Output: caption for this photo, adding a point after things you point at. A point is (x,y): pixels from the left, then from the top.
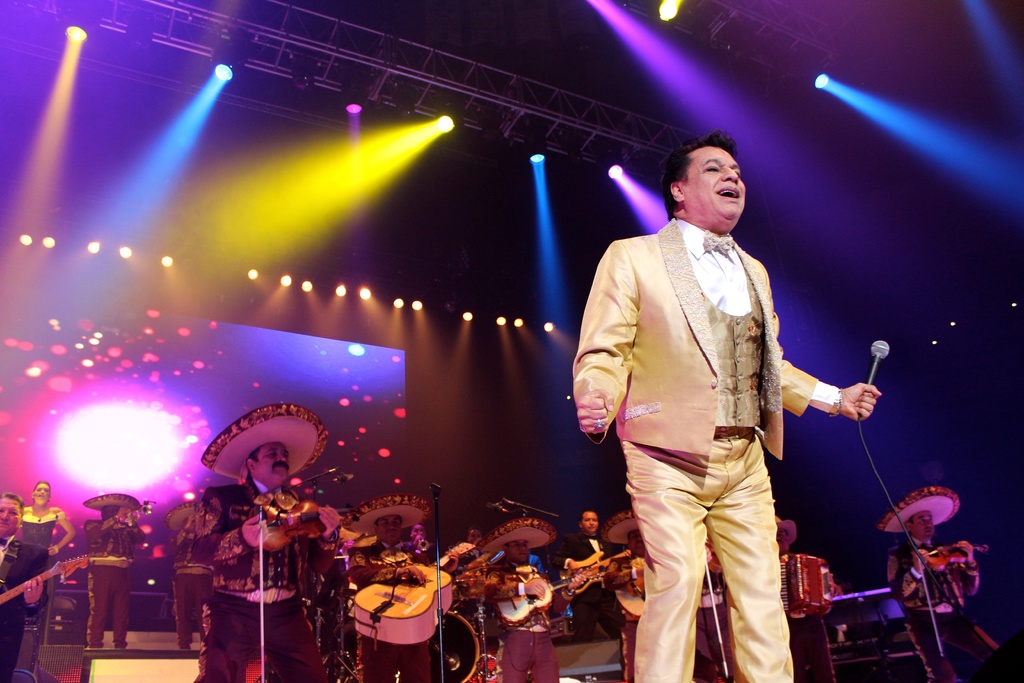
In this picture on the right side (684,326), we can see a man (728,297) wearing a cream color suit (657,342) and he is also holding microphone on one hand (865,402). In the background (4,535), we can see group of people (359,580) standing and playing their musical instruments (414,602) in front of a microphone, we can also see a screen (351,375). On the top (373,71), we can see a roof (412,172) with few lights (677,69).
